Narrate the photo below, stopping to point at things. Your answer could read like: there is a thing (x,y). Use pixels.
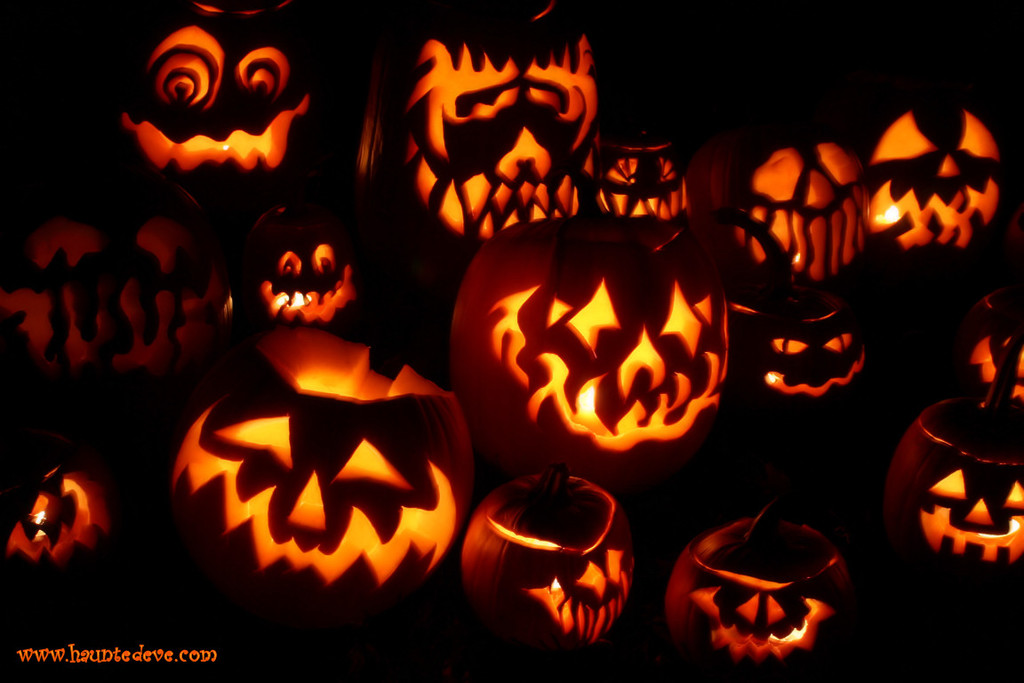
In this image, we can see few pumpkin carvings (466,382) and lights (629,420). Left side (82,656) bottom corner, there is a watermark (106,661) in the image.
